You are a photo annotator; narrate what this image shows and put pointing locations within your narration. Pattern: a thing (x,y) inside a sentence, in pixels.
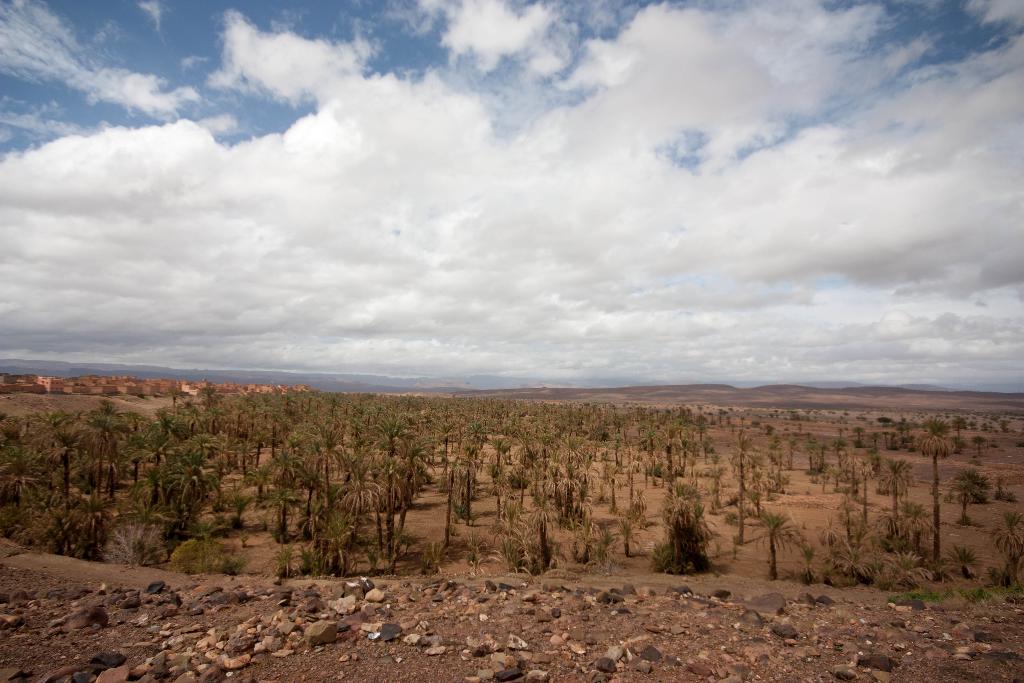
In this image there are trees (378,442). In the background (283,356) there are hills (324,382) and sky (558,368). At the bottom (331,617) there are rocks (209,640).
